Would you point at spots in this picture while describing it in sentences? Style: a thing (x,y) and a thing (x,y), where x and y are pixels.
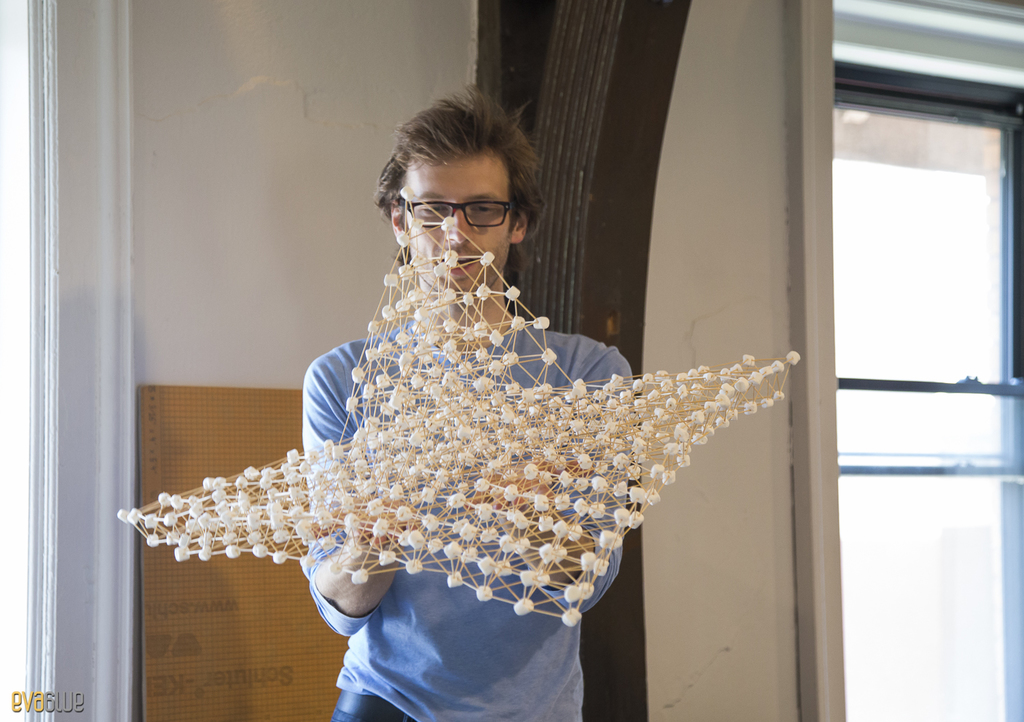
In this image I can see a person (426,695) holding something (513,410) and wearing blue t-shirt (401,650). Back I can see a window (850,199), brown board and wall (227,290).
